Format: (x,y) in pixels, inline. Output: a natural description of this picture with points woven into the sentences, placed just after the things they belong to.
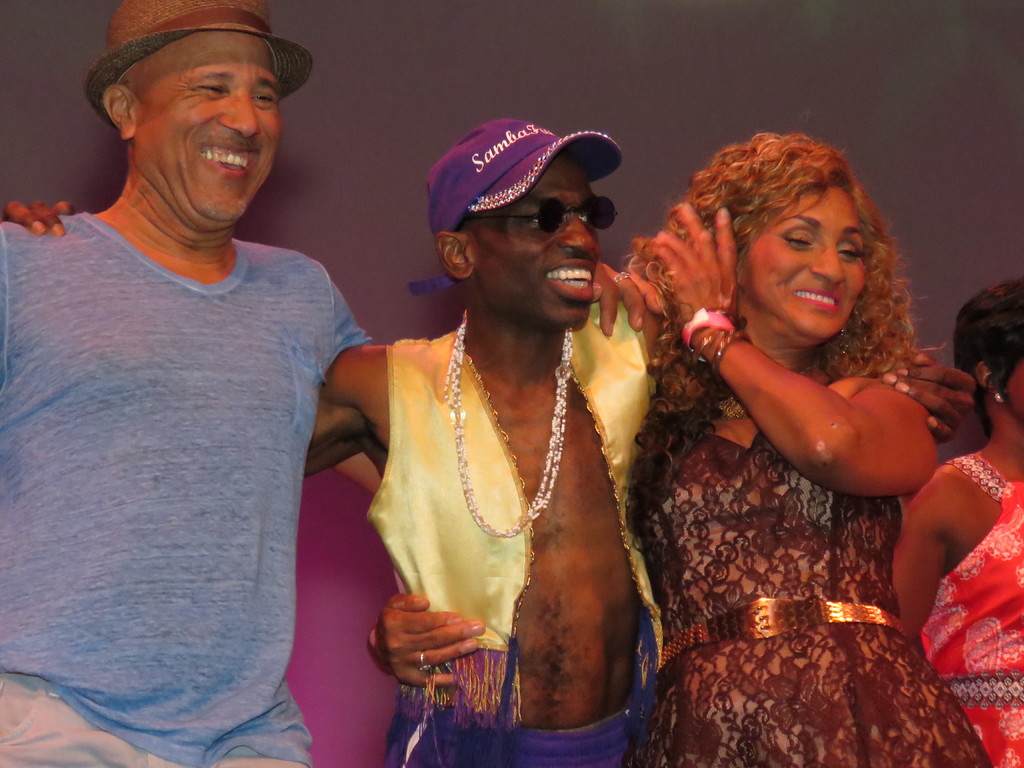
In this image I can see three persons (285,446) and they are smiling. There is a woman (988,355) on the extreme right side (1002,363) though her face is not visible. There is a man (283,463) on the left side (285,592) is wearing a T-shirt (218,350) and there is a cap (130,48) on his head (229,91).
